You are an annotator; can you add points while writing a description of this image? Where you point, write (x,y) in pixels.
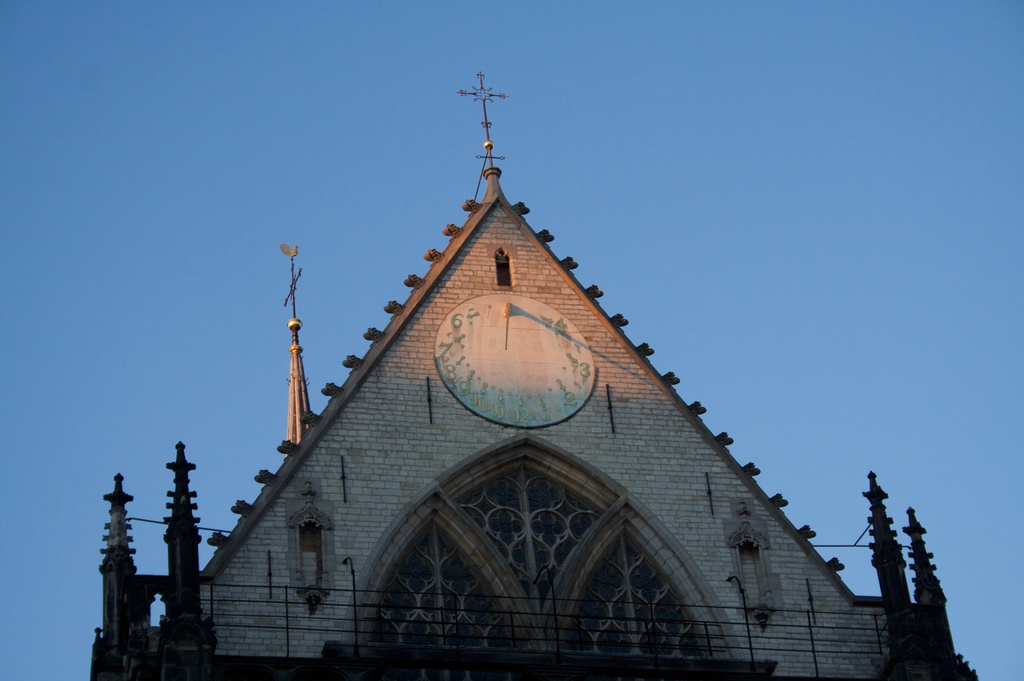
This is a picture of a building (407,411) with a clock (528,332) on it, and in the background (191,178) there is sky (191,178).
